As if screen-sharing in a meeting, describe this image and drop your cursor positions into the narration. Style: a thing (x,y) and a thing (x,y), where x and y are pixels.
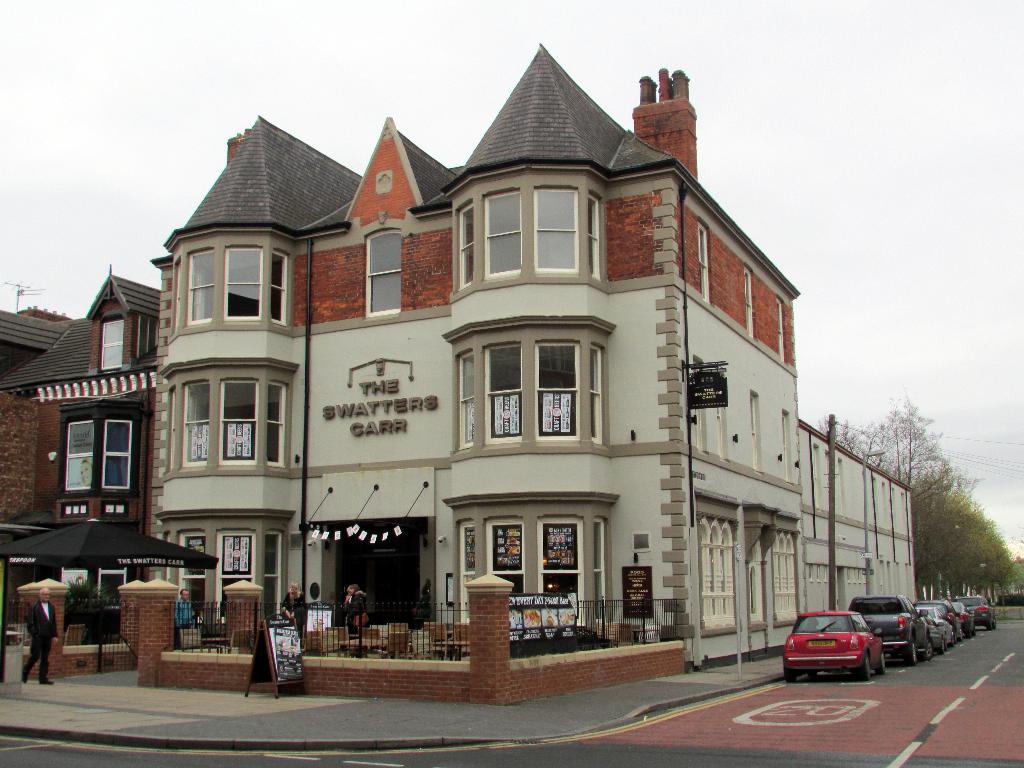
In this picture we can see a few vehicles (884,634) on the road (904,702). There is an umbrella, some text (289,633) and a few things (320,619) on the boards (257,658). We can see a few people (25,672), some fencing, poles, wires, buildings (44,574), trees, other objects (249,431) and the sky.
